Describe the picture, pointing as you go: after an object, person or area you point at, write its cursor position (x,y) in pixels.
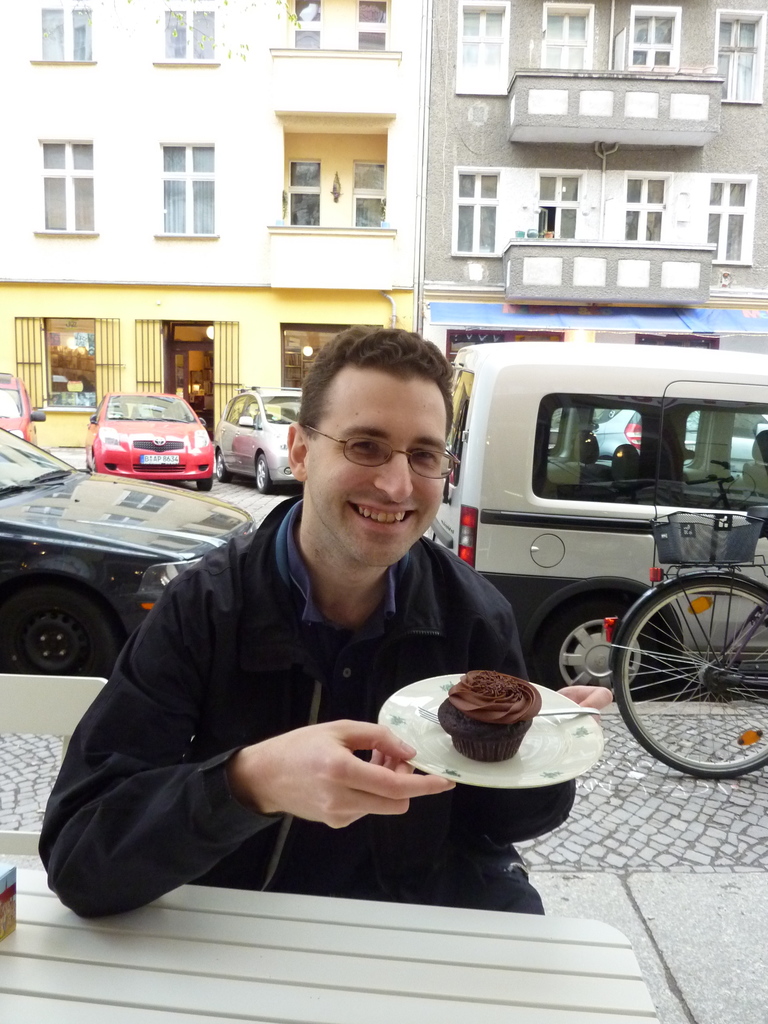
In this picture we can see a man (284,750) sitting and holding a plate (412,709). In the plate (410,727) there is food (480,713) and a fork (565,710). In front of the man (313,734), there is an object (5,885) on the table (213,949). Behind the man (241,628), there are vehicles (647,611) and a bicycle (654,603) and there are buildings (57,126) with windows (64,347) and doors (202,356).
